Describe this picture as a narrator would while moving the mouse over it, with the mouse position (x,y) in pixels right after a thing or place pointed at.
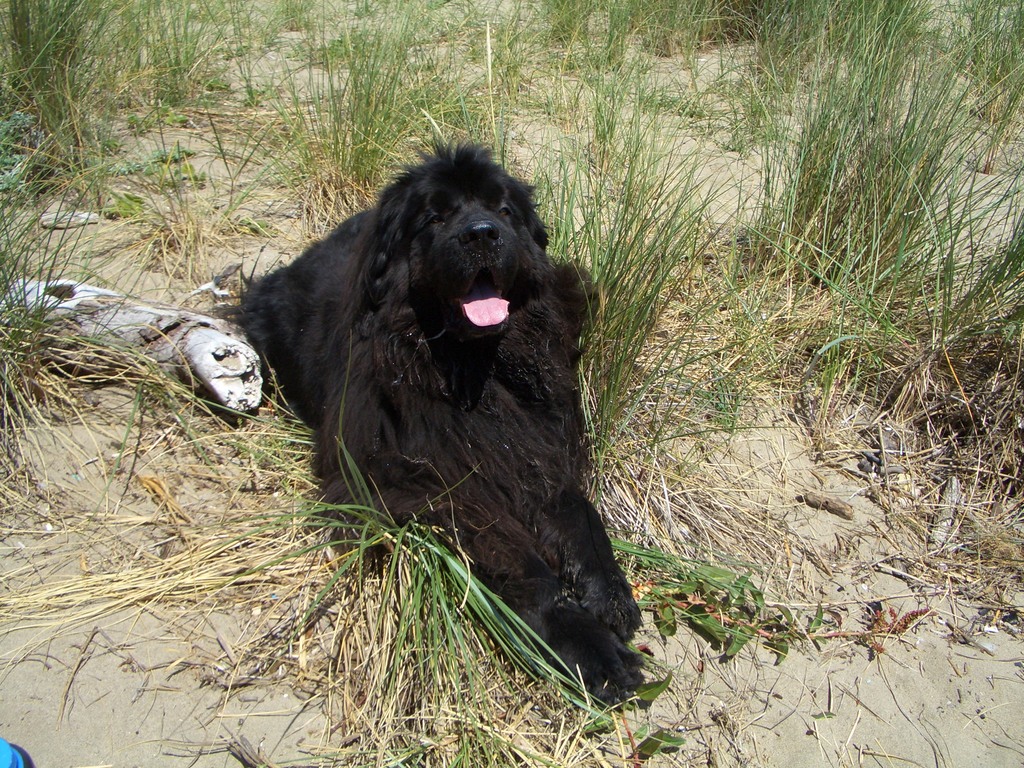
At the center of the image (363,352) there is a dog (437,409) sitting on the ground (731,616). On the ground (190,111) there is a grass (638,153) and dried stem (114,329).
